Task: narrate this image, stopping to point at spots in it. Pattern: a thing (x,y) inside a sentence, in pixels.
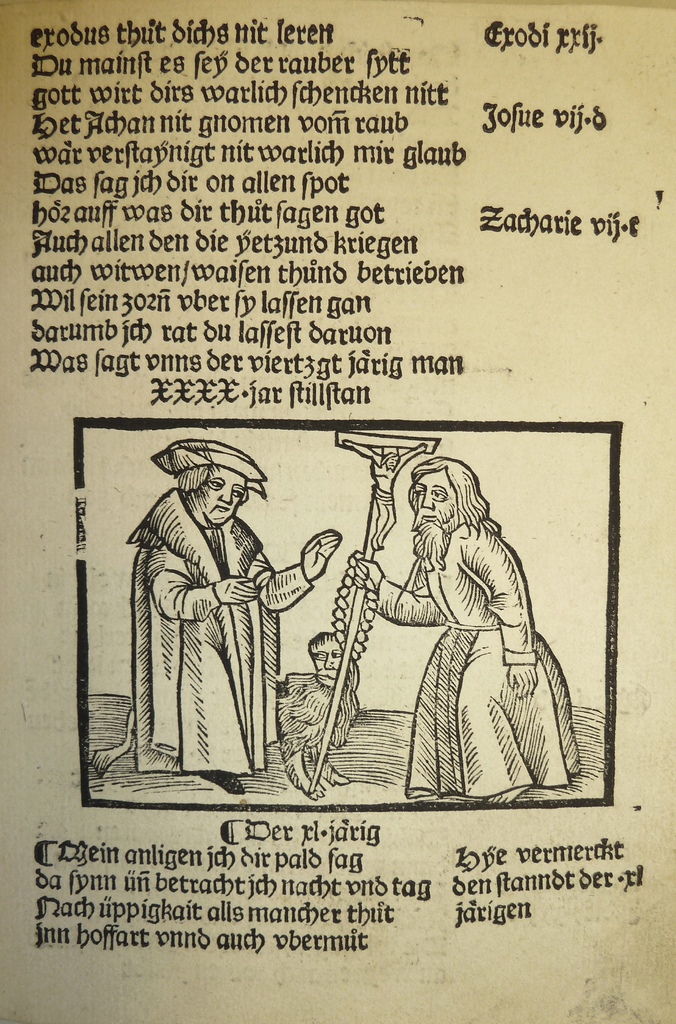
This picture contains a paper (234,468) in which some text (220,267) is printed in a different language. We even see two men (148,664) are standing in the picture. This picture might be taken from the textbook (431,645).
